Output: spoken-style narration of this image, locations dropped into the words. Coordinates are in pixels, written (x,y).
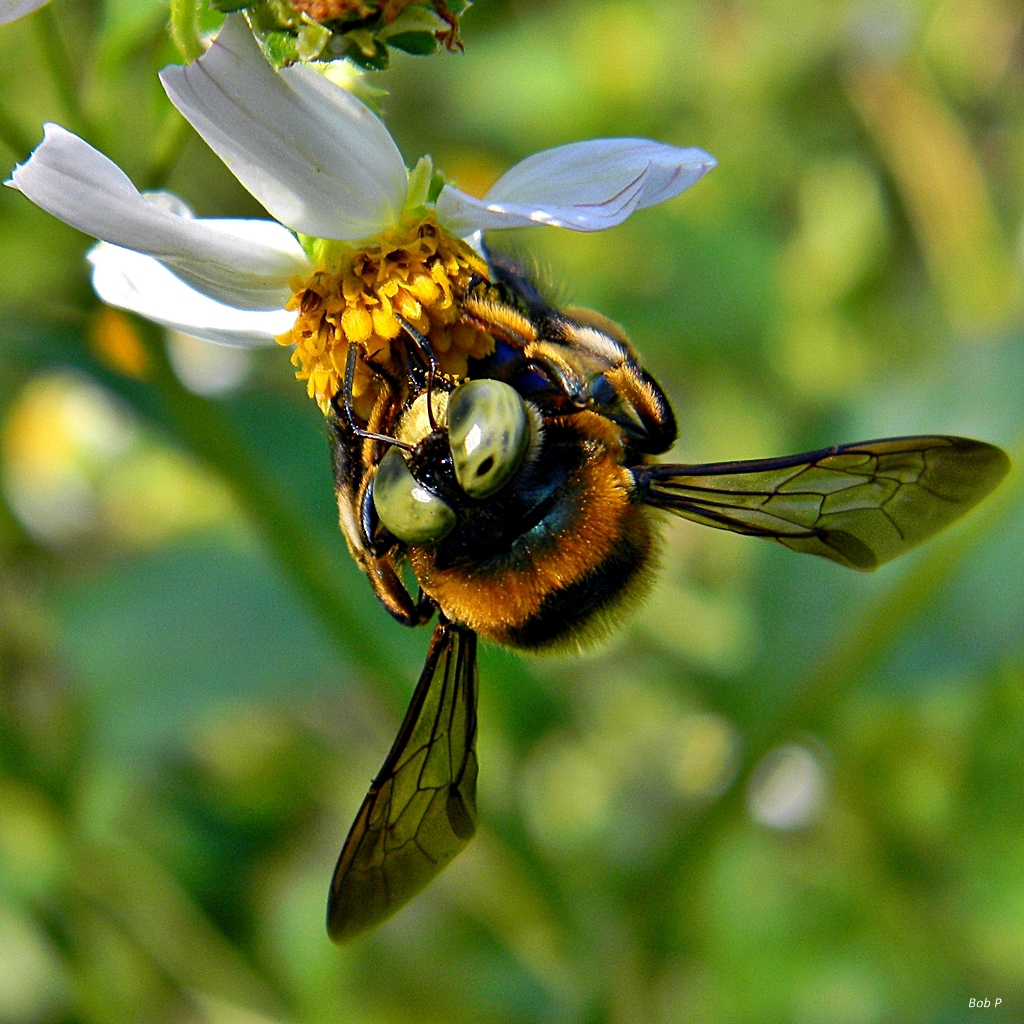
In this image I see a flower (252,165) which is of white and yellow in color and I see an insect (390,529) over here and I see the watermark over here and I see that it is blurred in the background (866,652) and it is totally green.
